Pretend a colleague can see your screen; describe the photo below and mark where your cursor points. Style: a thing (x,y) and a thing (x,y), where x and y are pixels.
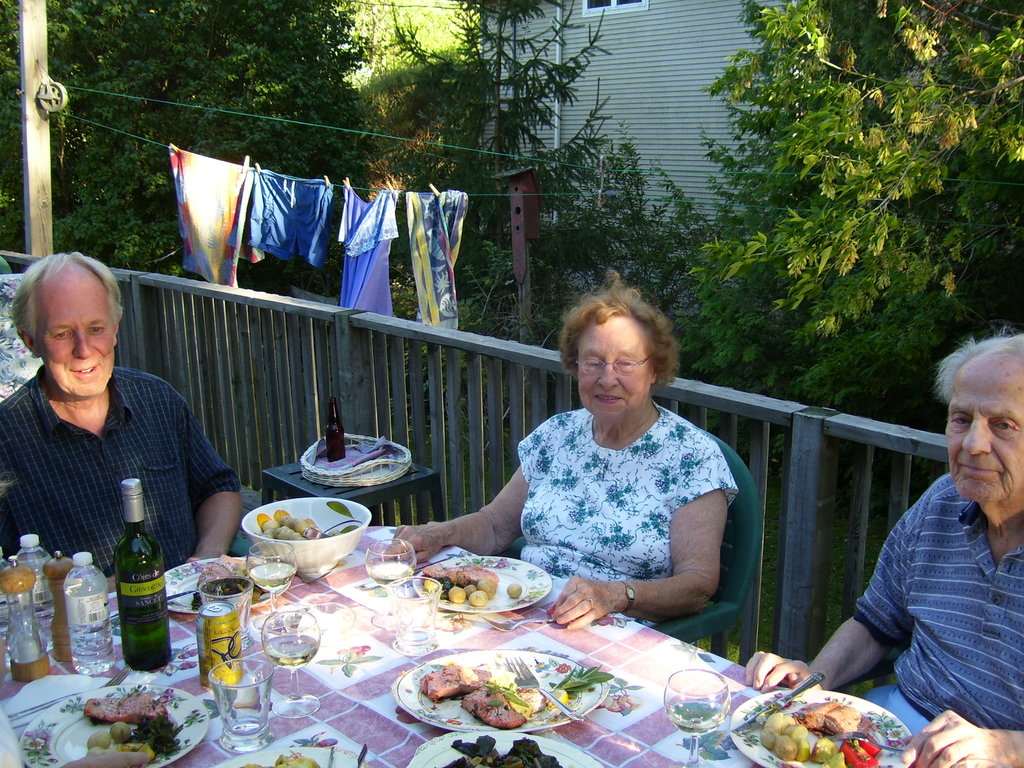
As we can see in the image there is a building (642,80), trees (311,60), cloths (216,190) and three people (178,398) sitting on chairs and there is a table (547,616). On table (538,607) there are plates (513,573), food items (516,587), glasses (294,698), bottles (79,584) and a cloth (365,644).
